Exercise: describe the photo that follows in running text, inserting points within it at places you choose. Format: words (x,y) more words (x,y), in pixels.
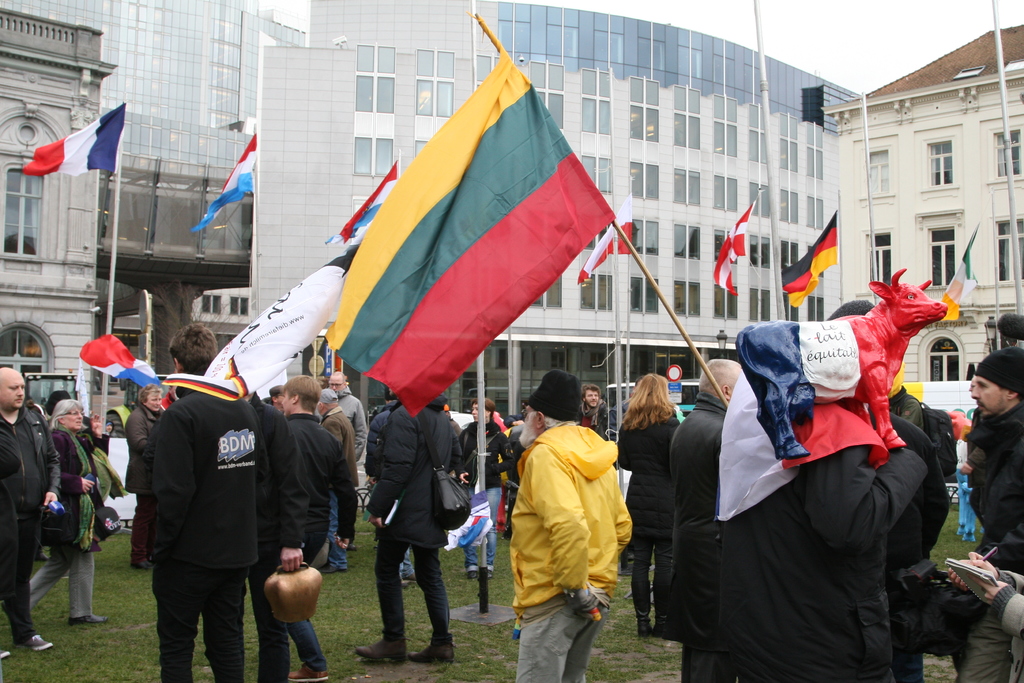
In the image there are many people (45,411) standing on the ground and they are holding some flags (532,214) in their hands (381,516) and behind them there are many buildings (300,36).
